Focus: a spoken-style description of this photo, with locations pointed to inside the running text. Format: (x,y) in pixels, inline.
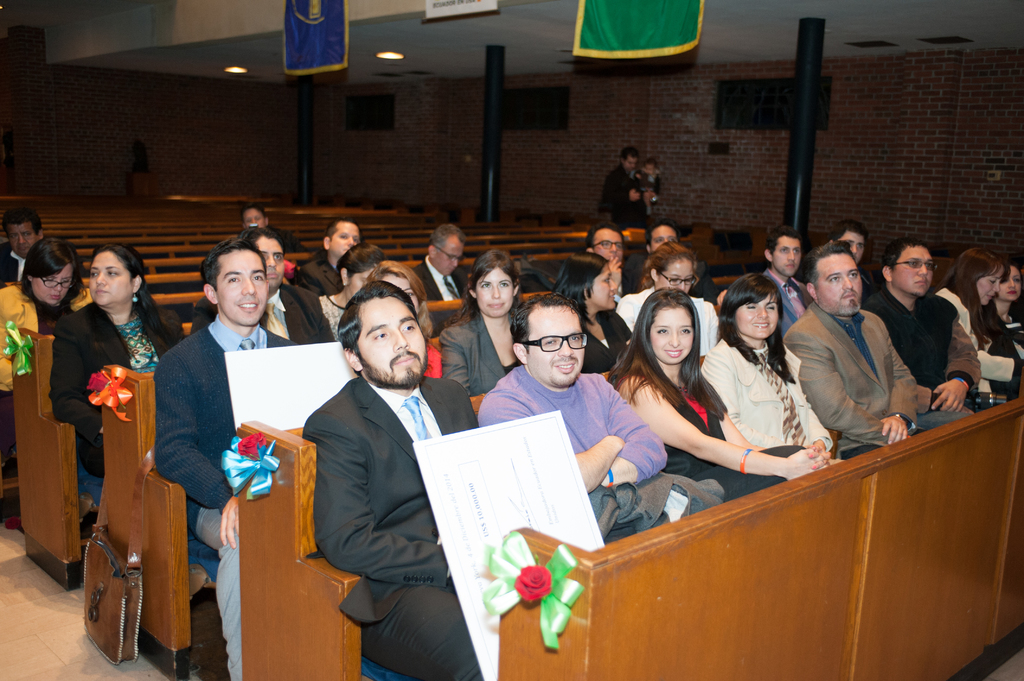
In the center (443,240) on the image there are people (232,637) sitting on benches (991,444). In the background of the image (876,209) there is wall (864,101). There are pillars (803,49).
